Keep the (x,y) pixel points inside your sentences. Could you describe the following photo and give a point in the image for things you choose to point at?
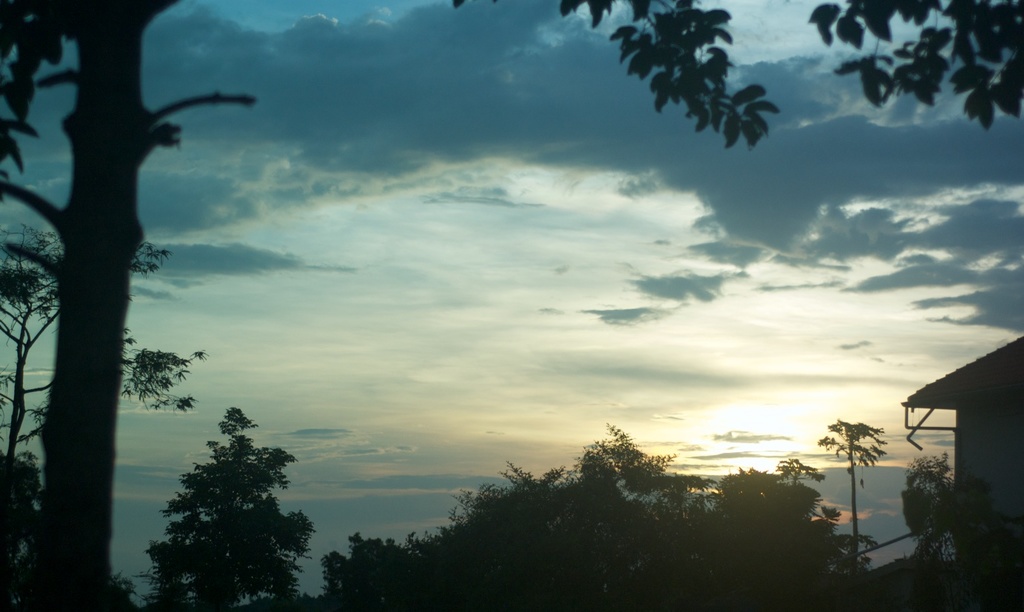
On the bottom (422,564) we can see many trees (470,605). On the right (1020,499) there is a house (1010,514). On the top (779,184) we can see sky (678,371) and clouds (851,253).
